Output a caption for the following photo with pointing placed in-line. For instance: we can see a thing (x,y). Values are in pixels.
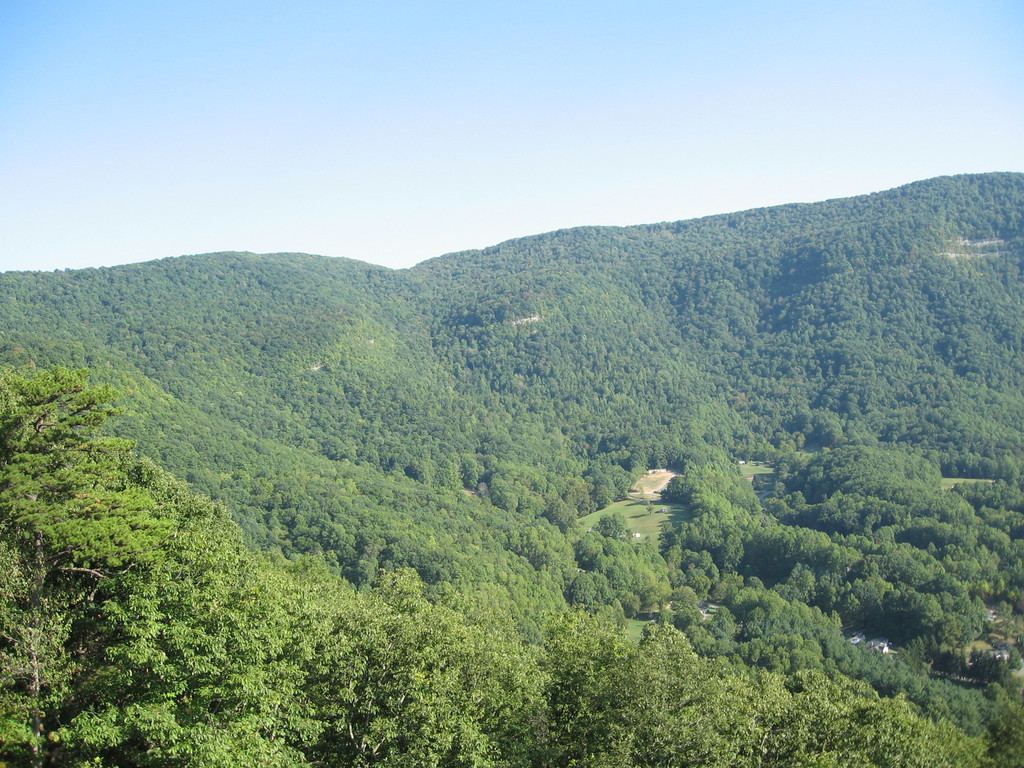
In this image we can see trees (605,613), houses (879,646), grass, mountains (428,341) and sky (410,181).
